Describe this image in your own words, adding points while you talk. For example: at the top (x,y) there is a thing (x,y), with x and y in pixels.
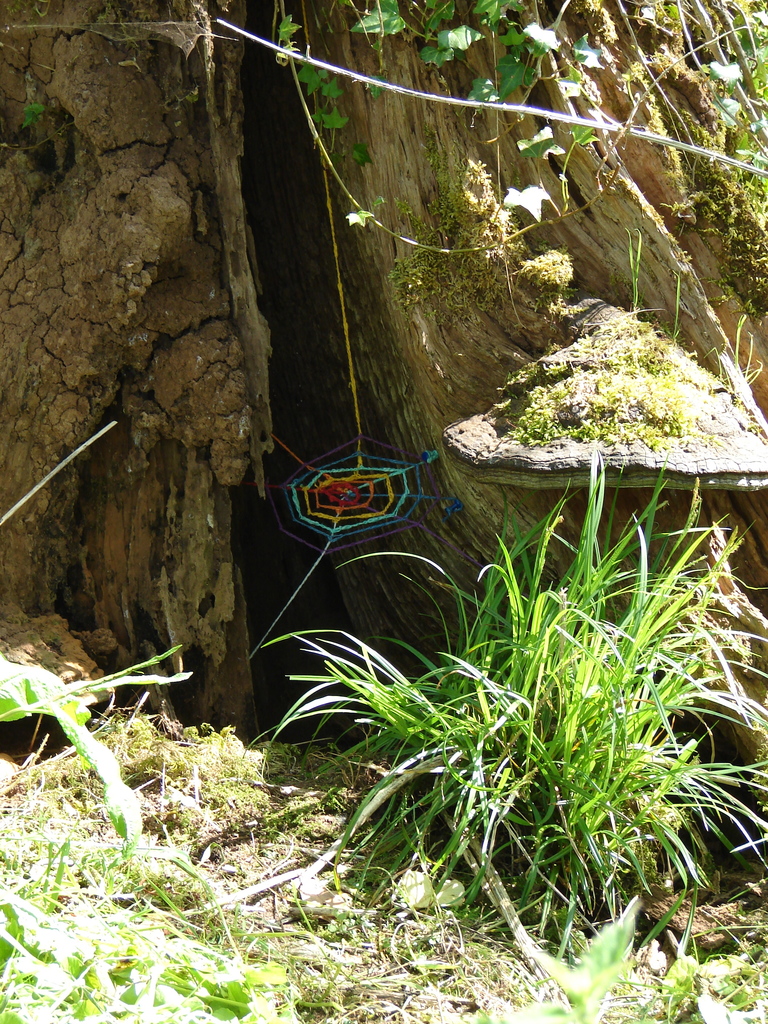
In this image there is grass (273,764), plants (2,708), spider web (407,468), trunk (119,479).
